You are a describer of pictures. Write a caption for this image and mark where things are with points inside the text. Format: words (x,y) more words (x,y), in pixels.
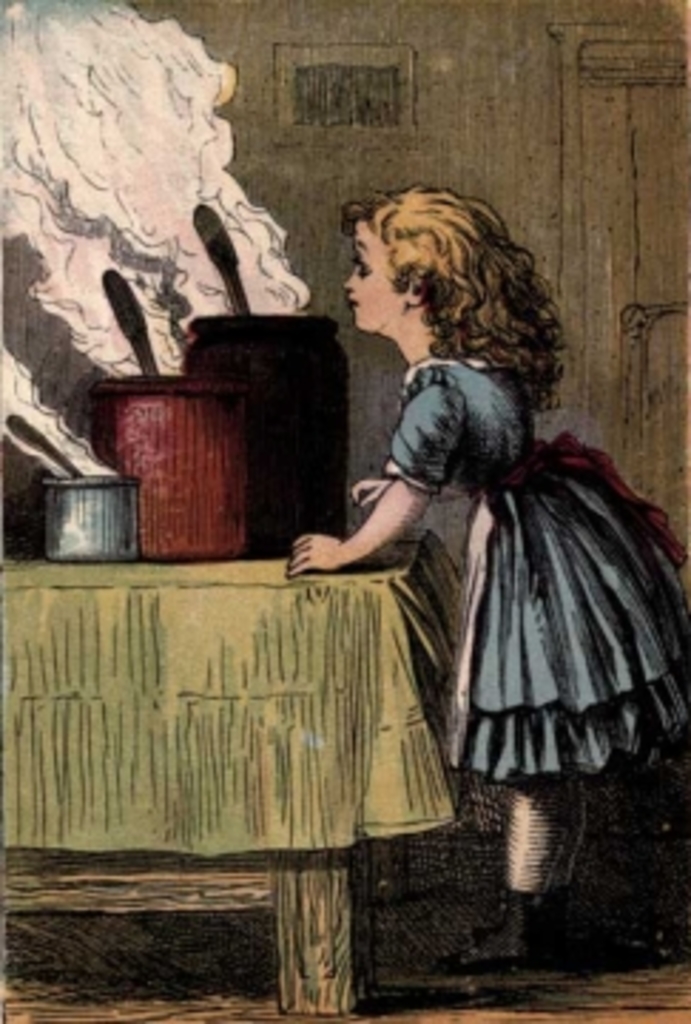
In the image there is some animation, there is a girl (424,471) standing beside a table (431,562) and on the table (90,570) there are some objects (197,427).
